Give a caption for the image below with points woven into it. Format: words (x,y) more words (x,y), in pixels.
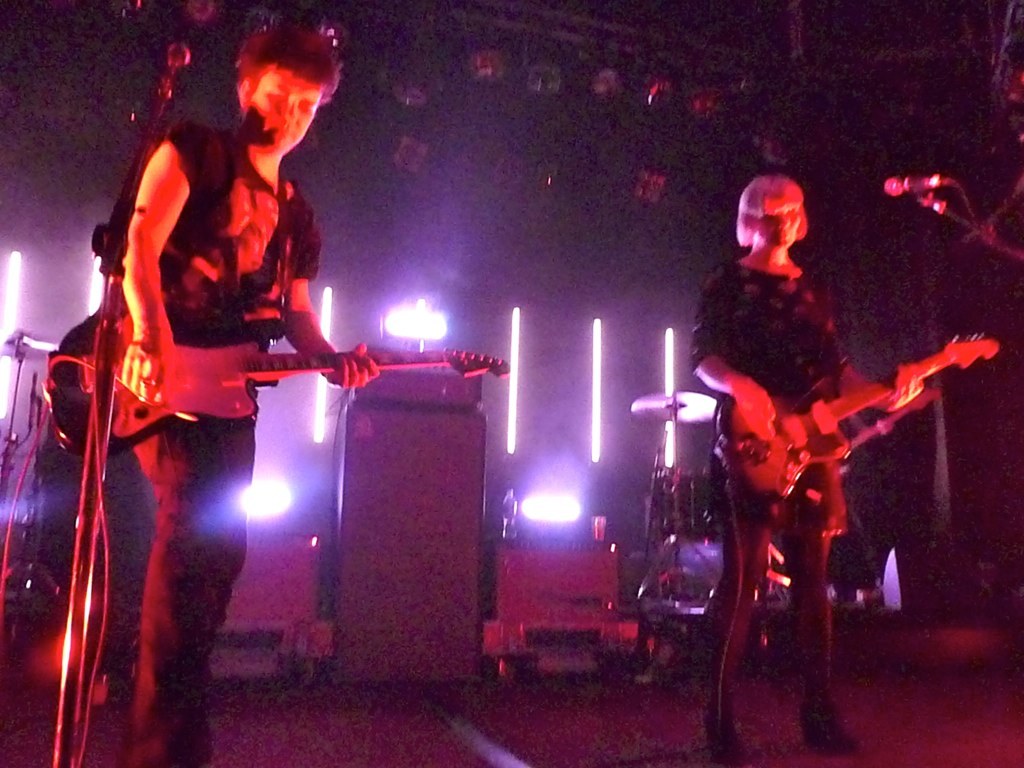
In this image we can see persons (154,273) holding guitars (728,455) and standing on the ground (426,748). In the background (2,328) we can see lights (513,409), musical instruments (709,482), water bottles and wall (557,180).
